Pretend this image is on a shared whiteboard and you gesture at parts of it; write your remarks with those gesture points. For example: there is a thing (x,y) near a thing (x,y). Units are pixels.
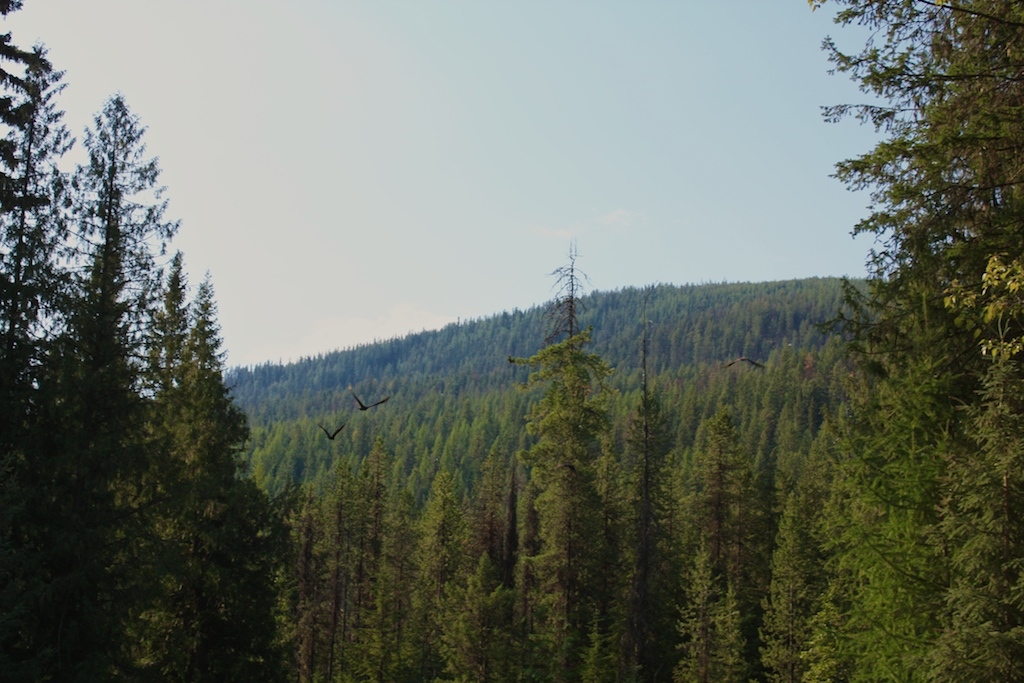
In this image we can see some birds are flying, there are trees (748,328), also we can see the sky (488,174).
